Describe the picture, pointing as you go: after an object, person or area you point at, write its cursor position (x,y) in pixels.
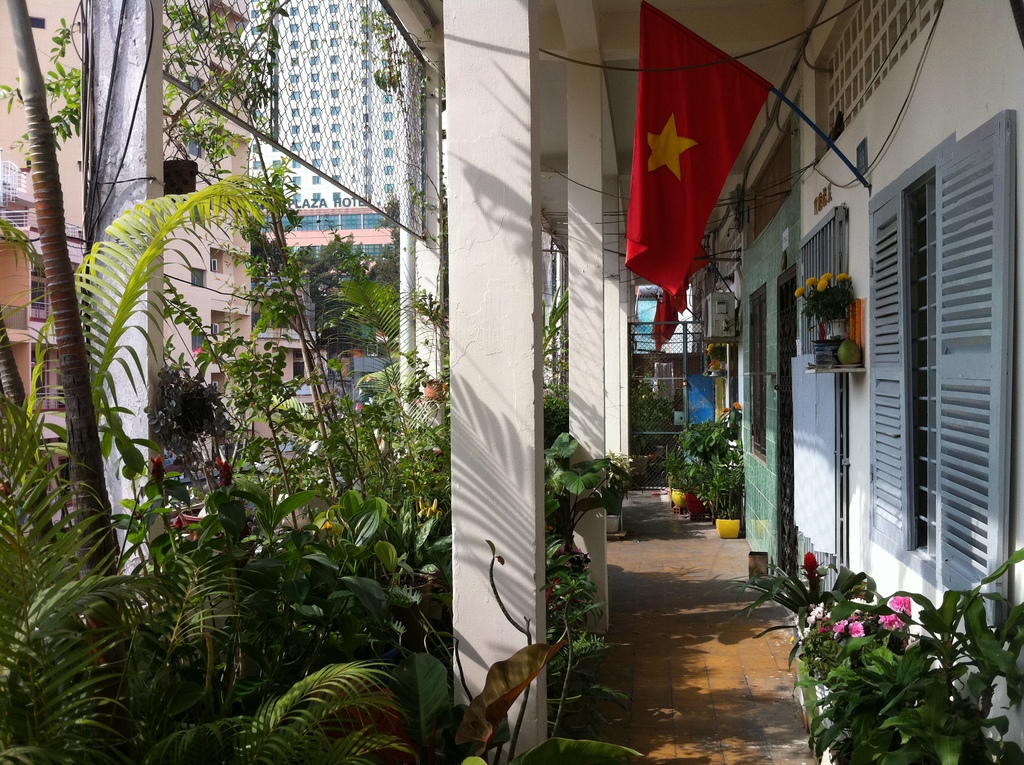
In this picture I can see few buildings (220,273), trees (297,325) and few plants (263,634) in the pots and I can see flowers (854,631) and couple of flags (722,138) and a metal fence (368,103) fixed to the pillars (155,79).
